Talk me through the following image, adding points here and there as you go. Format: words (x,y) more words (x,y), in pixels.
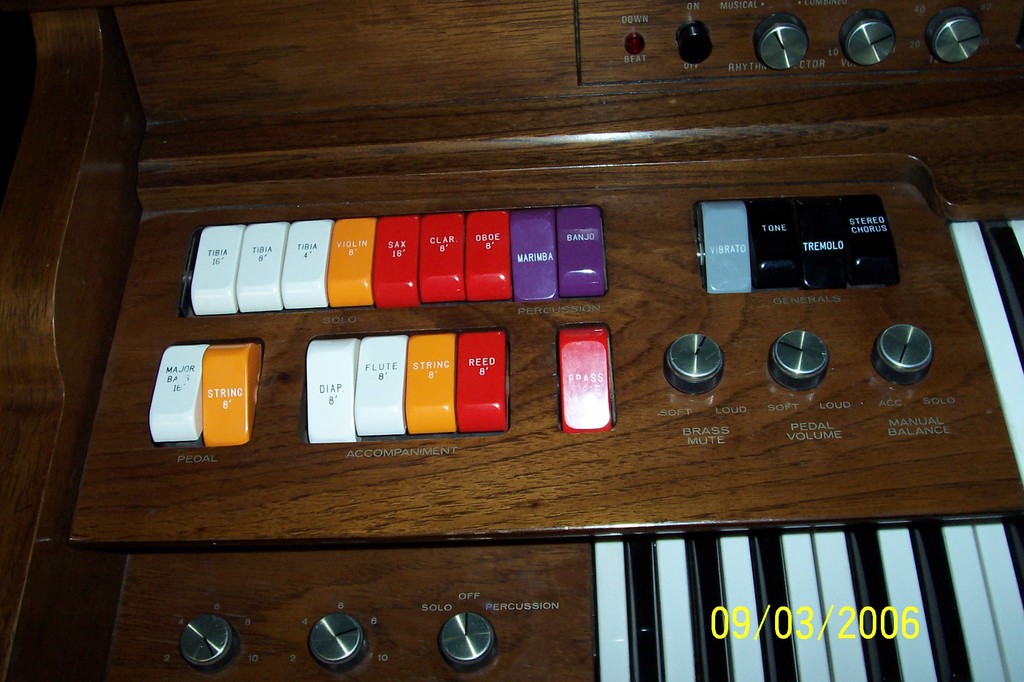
This is a keyboard (659,398). In this image we can see keys (787,585), rotators (474,613), switches (685,60), led light (632,34) are present on the board (566,173).
